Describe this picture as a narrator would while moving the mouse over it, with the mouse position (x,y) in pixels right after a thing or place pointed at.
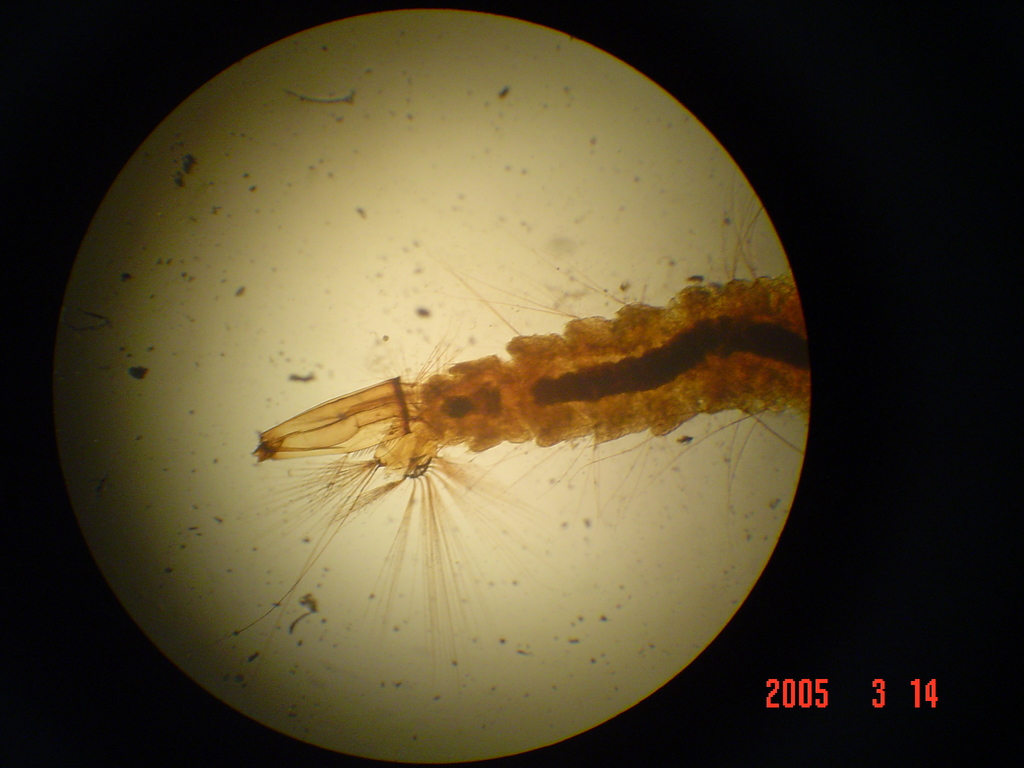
In this picture it looks like a microscope image of an insect larva (607,359), there is a dark background (877,118), we can see some numbers (784,704) at the right bottom (851,689).
